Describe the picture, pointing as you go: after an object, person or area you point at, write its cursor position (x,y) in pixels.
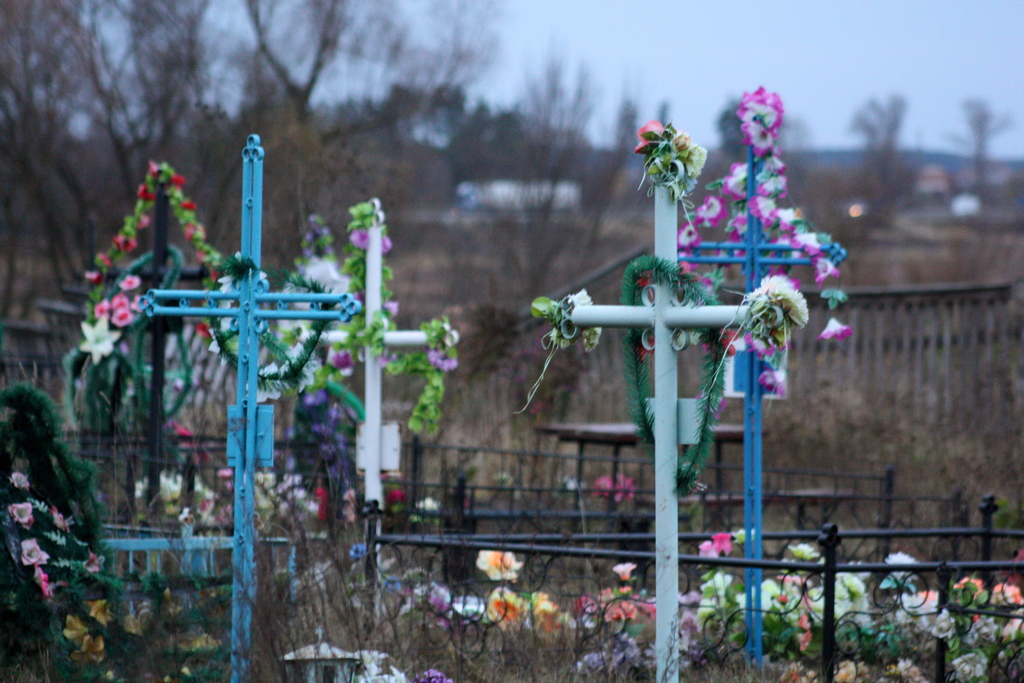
In the foreground of this image (535,560), there are artificial decorations (121,305) to the cross structures (372,442) and also see artificial flowers (915,584), railing (471,539), and the plants (507,641) and also tables (610,435) in the background (617,454). We can also see a wooden structure (921,323), trees (410,115), mountain (857,151) and the sky (839,43) in the background (710,124).
